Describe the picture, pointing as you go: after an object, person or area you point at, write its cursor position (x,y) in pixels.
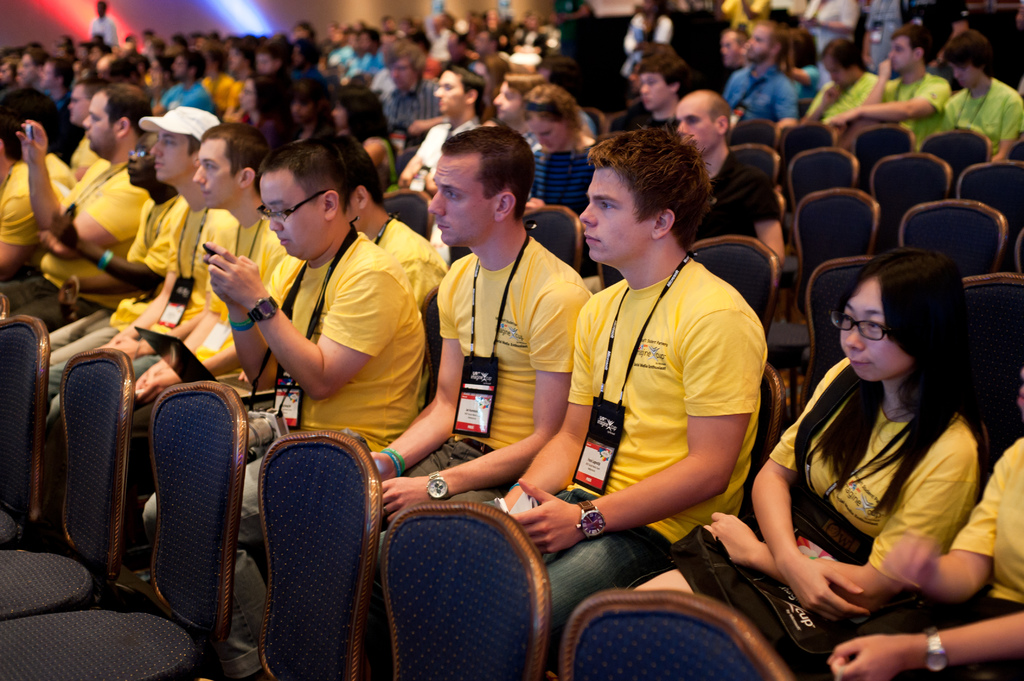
In this image we can see a group of people (584,414) sitting on the chairs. In that some are holding the mobile phones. We can also see some empty chairs (818,292). On the backside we can see some lights (244,22) and a wall (222,1).
